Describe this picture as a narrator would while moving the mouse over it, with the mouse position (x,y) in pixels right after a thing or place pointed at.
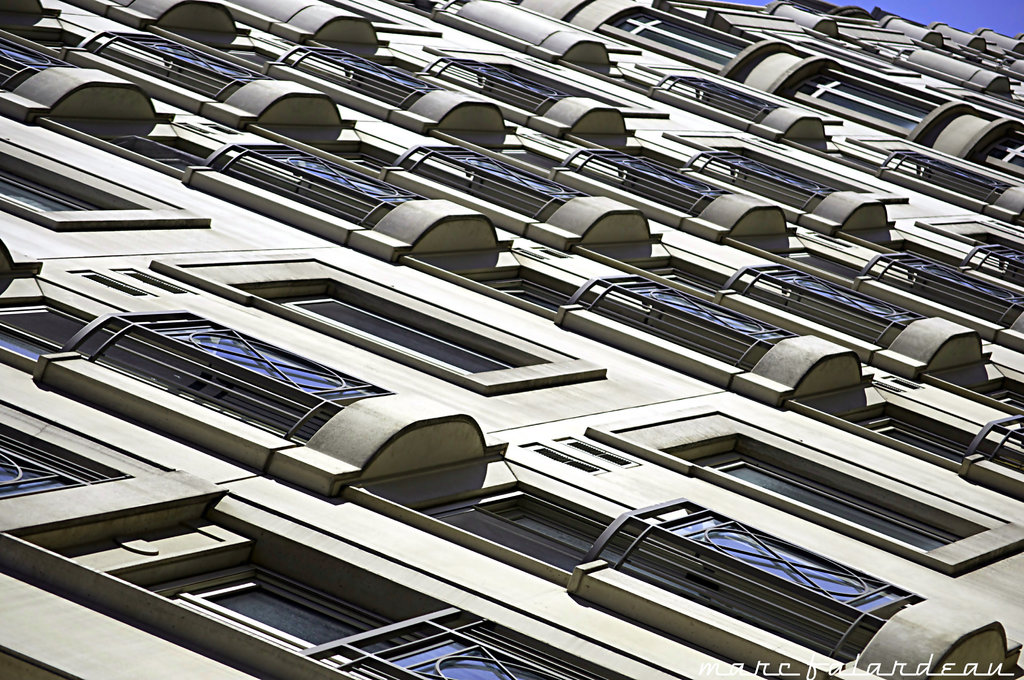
In the image we can see the building (766,481) and we can see the windows (230,359) of the building (261,383) and the sky (978,14).
